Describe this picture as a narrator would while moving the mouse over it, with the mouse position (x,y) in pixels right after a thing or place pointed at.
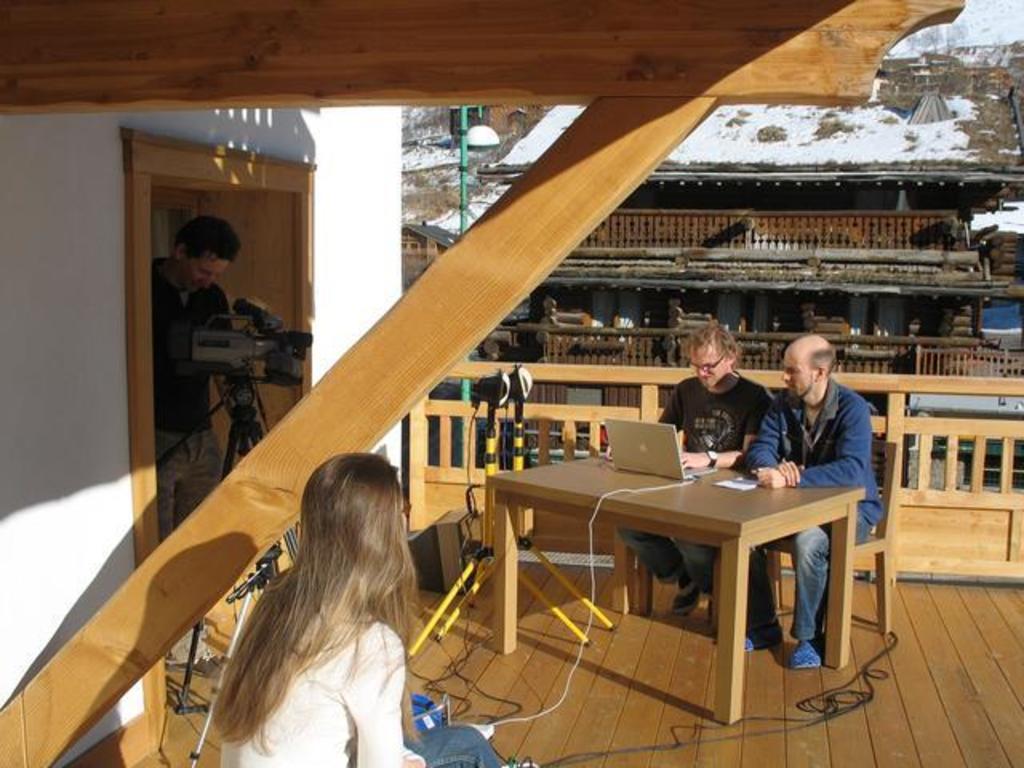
I can see in this image a group of people (390,492) among them three people (768,477) are sitting on a chair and one person (213,470) is standing on the ground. On the table (682,520) we have a laptop (658,463) and other objects (696,477) on it. I can also see a video camera (267,347), a wall (125,387) and a fence (876,432). In the background (841,251) we have a house (746,249).
